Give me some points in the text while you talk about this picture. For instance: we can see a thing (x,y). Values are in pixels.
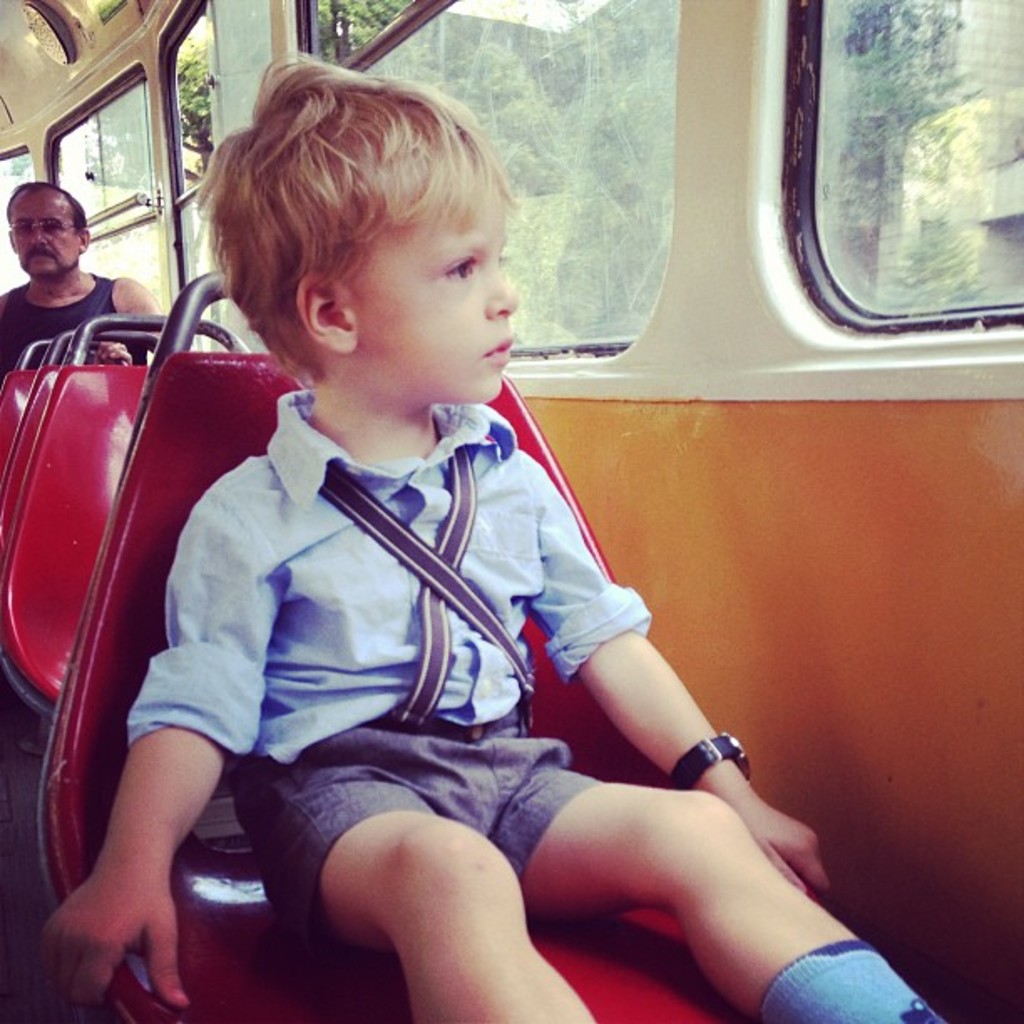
As we can see in the image there are two people (405,407) sitting in bus (159,253) and there are windows (665,146). Outside the windows (928,183) there are trees (494,67) and buildings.
